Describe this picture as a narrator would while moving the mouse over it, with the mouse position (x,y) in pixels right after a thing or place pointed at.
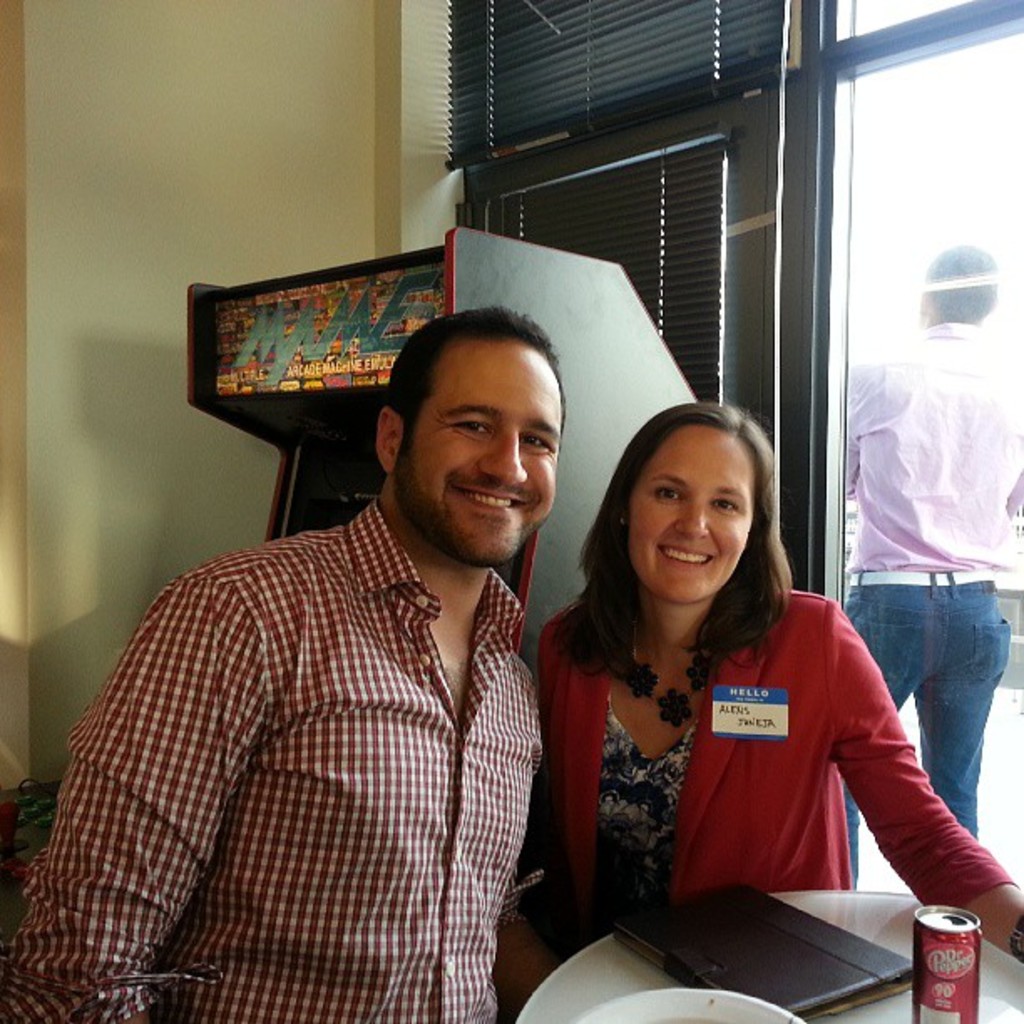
As we can see in the image, there are three persons (459,650). The persons (424,723) in the front (592,737) are sitting on chair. In front of them there is a table (608,966). On table (985,1000) there is a tin (971,993) and a folio (761,938) and the man (966,575) who is standing on the right side (962,487) is wearing pink color shirt (942,530) and in the back (173,164) there is a cream color wall (117,280).
